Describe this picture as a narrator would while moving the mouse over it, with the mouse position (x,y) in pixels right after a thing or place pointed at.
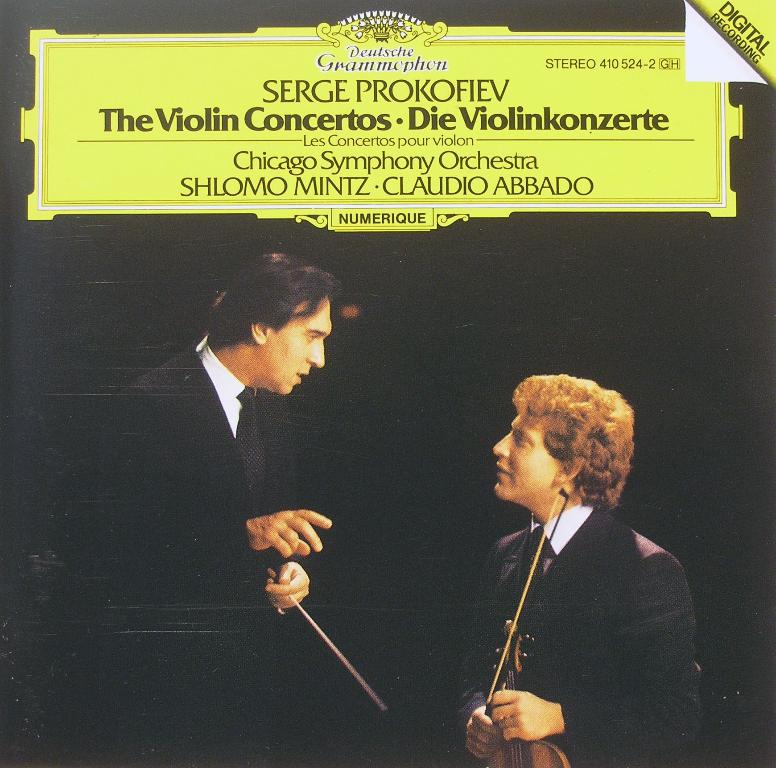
In this picture we can see a poster (680,326), there are two men (598,622) in the front (542,664), a man (551,664) on the right side (521,718) is holding a violin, there is some text (738,44) at the top of the picture (380,68).
